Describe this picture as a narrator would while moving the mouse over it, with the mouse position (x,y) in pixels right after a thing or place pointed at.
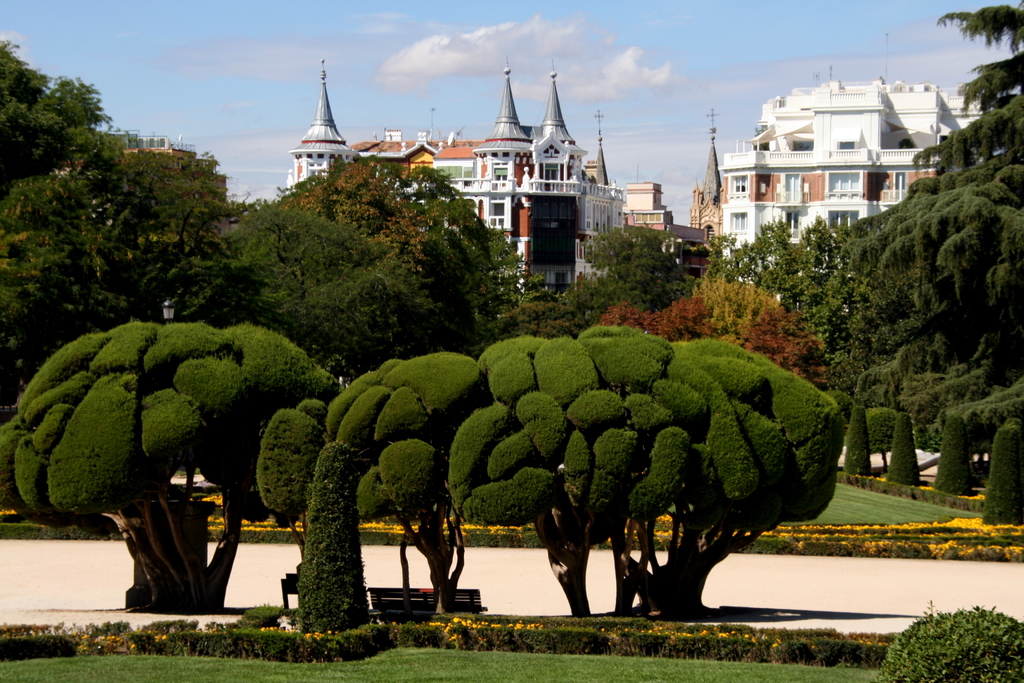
In this image, we can see trees (451,399), bushes (334,595), hedges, benches (387,603) and there are buildings (617,197) and towers (562,156). At the bottom (770,596), there is road (854,583) and ground (858,514) and at the top (544,71), there are clouds (503,53) in the sky (521,62).
